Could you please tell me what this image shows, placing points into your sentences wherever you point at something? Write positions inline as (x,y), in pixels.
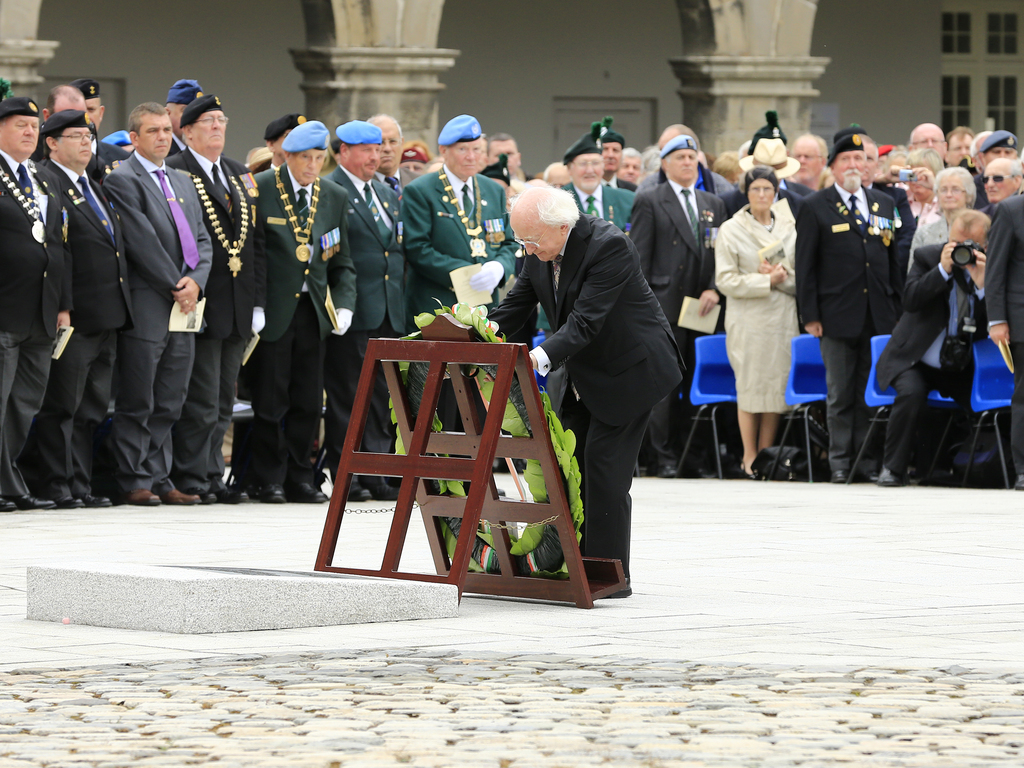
At the bottom of the image (783,687), we can see a pavement (483,678). In the middle of the image (544,261), we can see a man (560,233) is standing. In front of the man (600,376), we can see a wooden object (487,488) with garland (520,408). In the background (402,261), we can see so many men (191,302) and women (926,229) are standing. On the right side of the image (928,328), we can see chairs (889,377) and one man (946,252) is holding a camera (957,254) in his hand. At the top of the image (997,56), we can see pillars (415,71), wall (615,71), doors (577,132) and a window (978,60).
